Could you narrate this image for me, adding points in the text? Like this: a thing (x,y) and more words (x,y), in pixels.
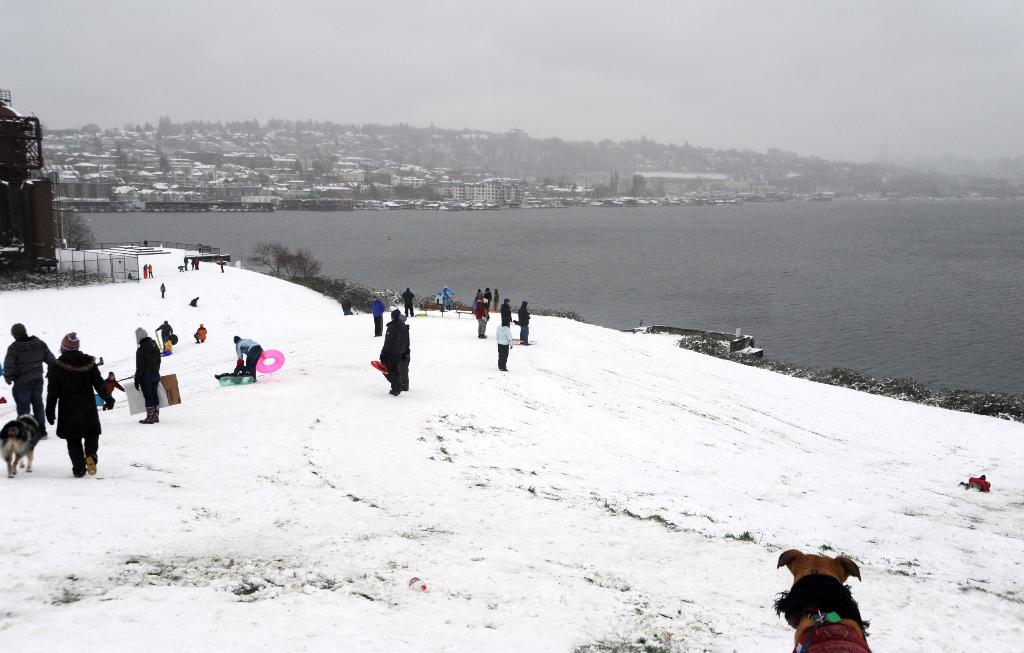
There is snow (332,480) on the ground (382,478). On that there are many people (410,343), dogs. Also there is a building (41,186) on the left side (44,203). In the background (611,250) there is water (590,261), buildings (356,181) and sky (317,67). Also there are trees (309,261). And some people (155,347) are holding something.
